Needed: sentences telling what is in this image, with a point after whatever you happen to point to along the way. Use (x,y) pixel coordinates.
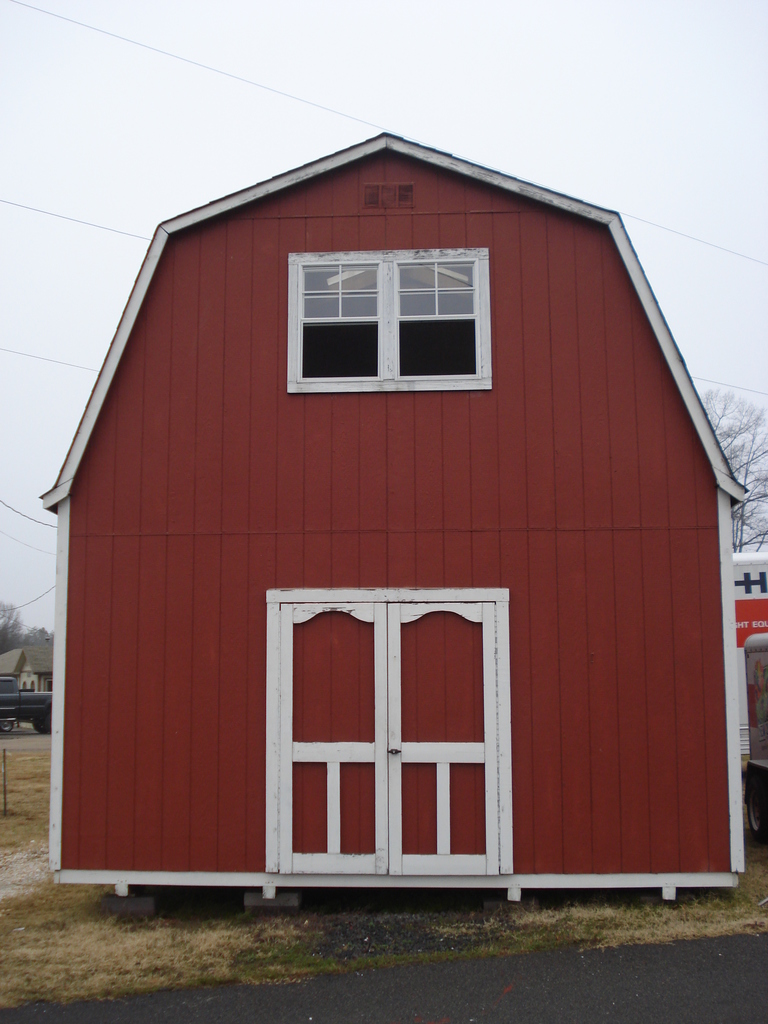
In this image in the front (370,611) there is a house (470,628). In the background (48,641) there are trees (17,645) and there are vehicles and the sky (309,109) is cloudy and there are wires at the top (266,86).
